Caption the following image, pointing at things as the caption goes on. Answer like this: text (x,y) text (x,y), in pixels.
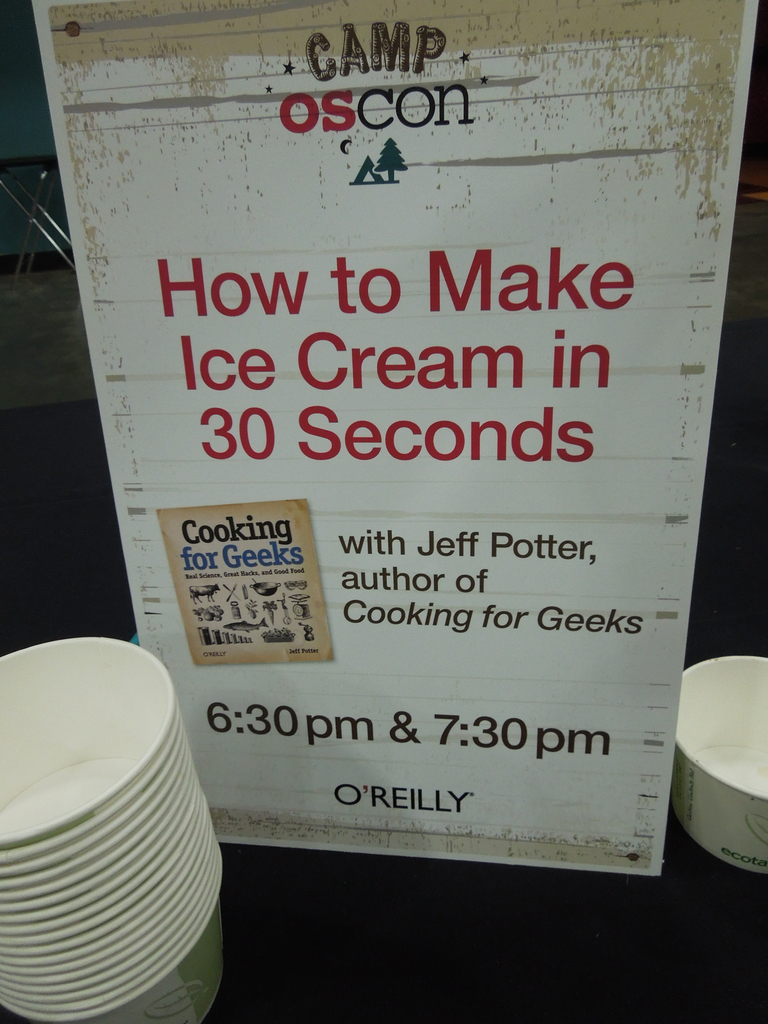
In this image there is a poster (338,607). On the bottom left (83,874) there are few cups (93,877). In the right (732,749) there is a cup (746,820).
